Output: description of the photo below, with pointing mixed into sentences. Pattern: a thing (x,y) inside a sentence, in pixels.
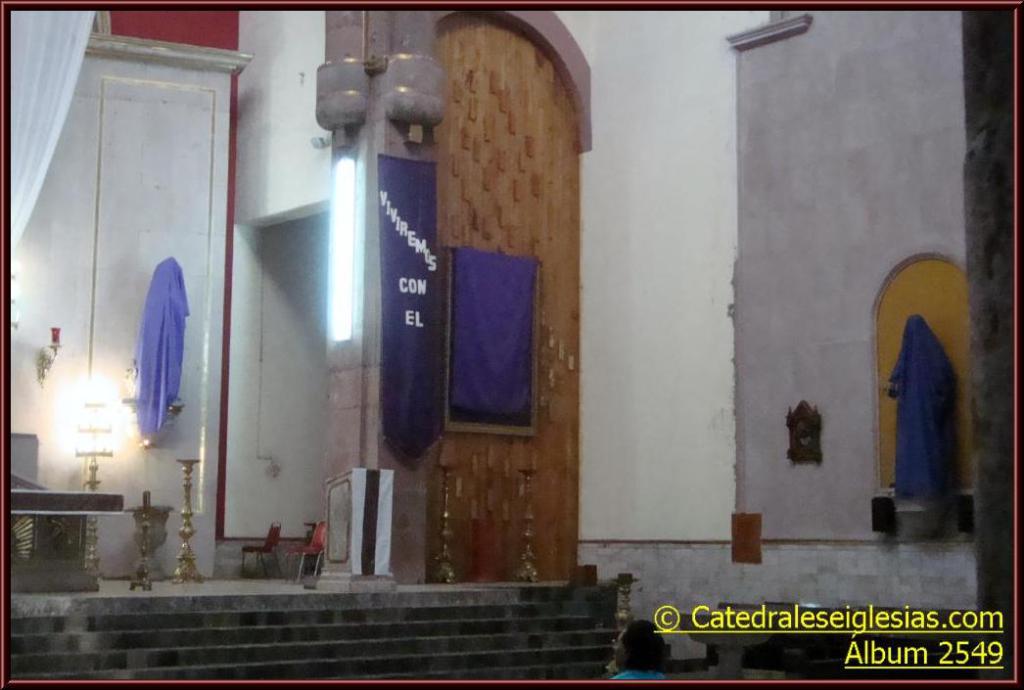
In this image there is a wall (680,482), on that wall (683,550) there are few items (308,570), in the background (349,156) there are towels (469,332), lights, in the bottom right (748,630) there is some text (975,638).
